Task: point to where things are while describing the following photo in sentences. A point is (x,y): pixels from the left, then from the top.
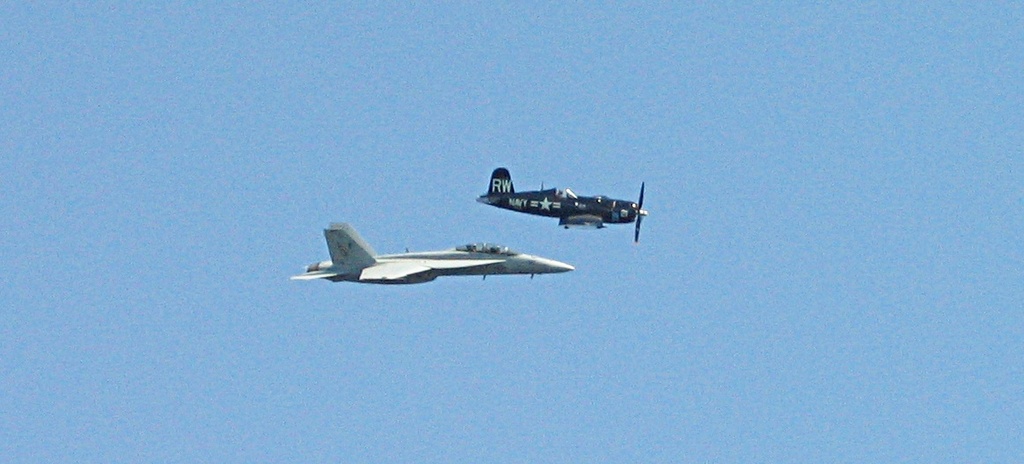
In the center of the image (623,206), we can see airplanes (623,206) in the sky (399,229).
